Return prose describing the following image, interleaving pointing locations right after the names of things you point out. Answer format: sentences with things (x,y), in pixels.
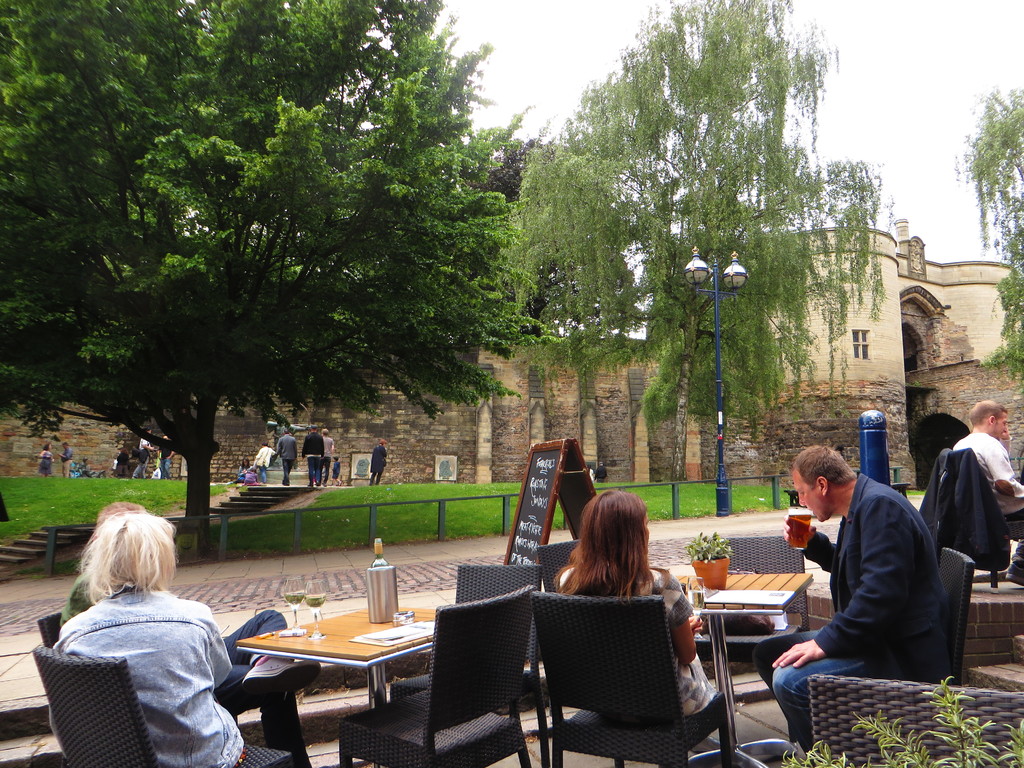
Persons (83,630) are sitting on chairs (581,652). In-front of them there are tables (355,645), on this table (718,585) there is a plant (695,558), paper (759,597) and glasses (310,591). This man (783,645) wore jacket (885,558) and drinking beer (804,531) from this glass (800,525). Far there are plants (569,202) and a building (872,297) with window (856,337). This persons (312,455) are walking as there is a leg movement.
